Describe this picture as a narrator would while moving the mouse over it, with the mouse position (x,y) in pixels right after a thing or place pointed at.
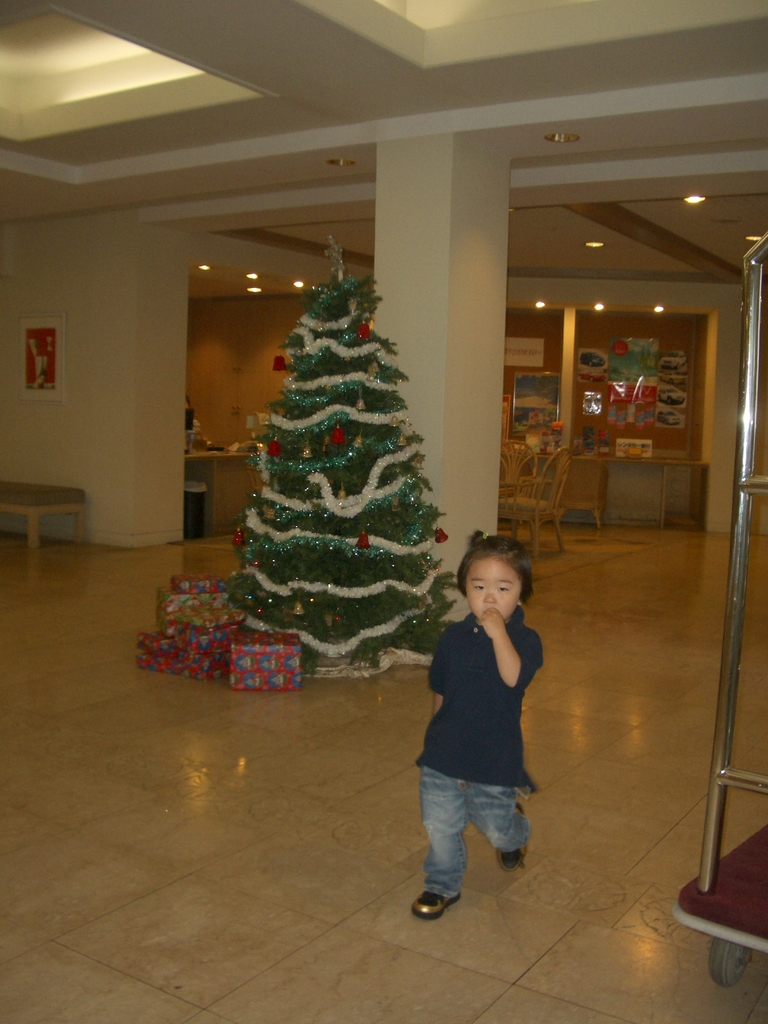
In this image there is kid (475,665) walking. On the right side of the image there is a trolley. Behind the kid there is a Christmas tree (272,590) with gifts (220,619), a pillar (481,291), bench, poster (21,359) on the wall (12,428). In the background of the image (596,487) there are tables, chairs (516,452) and counters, on the counters (570,459) there are some objects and there is a person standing and there are posters (590,379) on the wall (576,379). At the top of the image (603,305) there are lamps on the rooftop (310,164).
